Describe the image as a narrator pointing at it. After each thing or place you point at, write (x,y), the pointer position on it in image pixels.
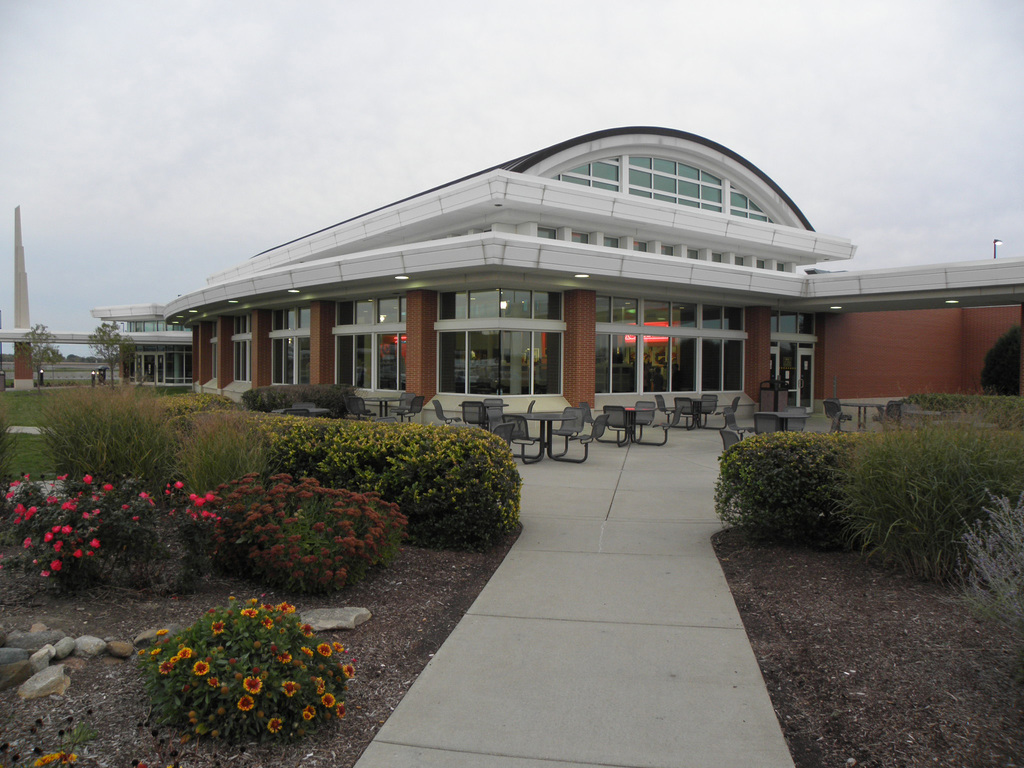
In this picture we can see a walkway (573,602), plants (157,515), stones (48,641), grass (115,432), chairs (508,420), tables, trees (120,341), lights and buildings (386,343). Behind the buildings (263,344), there is the cloudy sky (577,113).
